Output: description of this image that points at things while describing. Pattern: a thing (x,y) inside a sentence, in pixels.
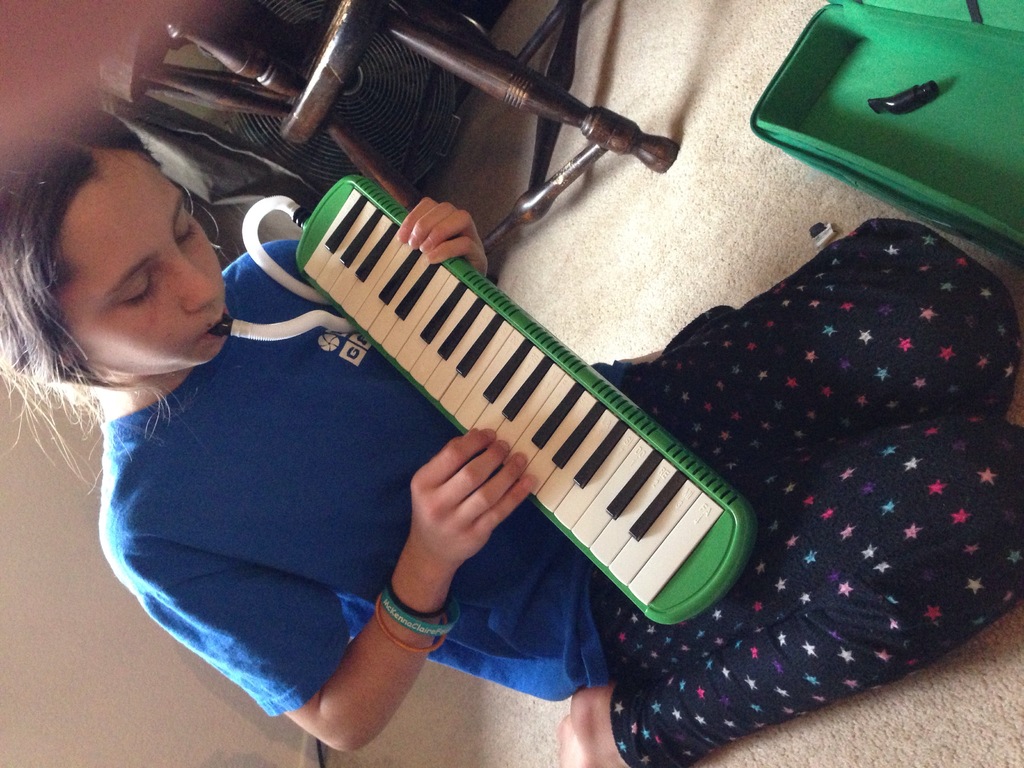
In this picture there is a woman (773,601) sitting on the floor (509,255) and playing a musical instrument (516,341), in front of her we can see box (835,137). In the background of the image (609,142) we can see chair (540,144) and objects (266,150).
